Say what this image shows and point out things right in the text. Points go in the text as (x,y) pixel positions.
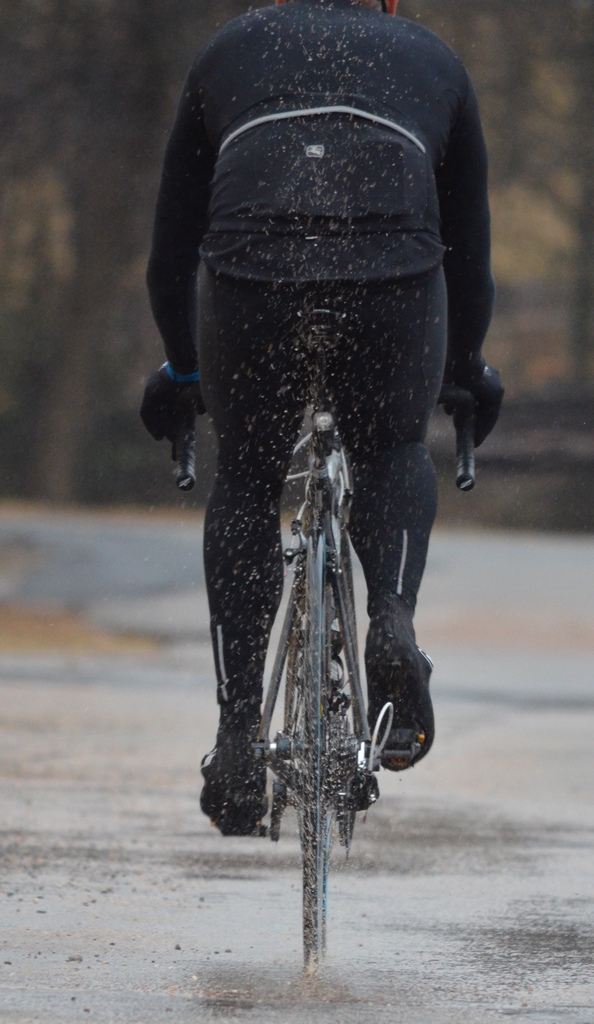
In this image we can see a person (463,122) riding a bicycle (326,538) on the road (18,1007) and the background (29,264) is blurred.
